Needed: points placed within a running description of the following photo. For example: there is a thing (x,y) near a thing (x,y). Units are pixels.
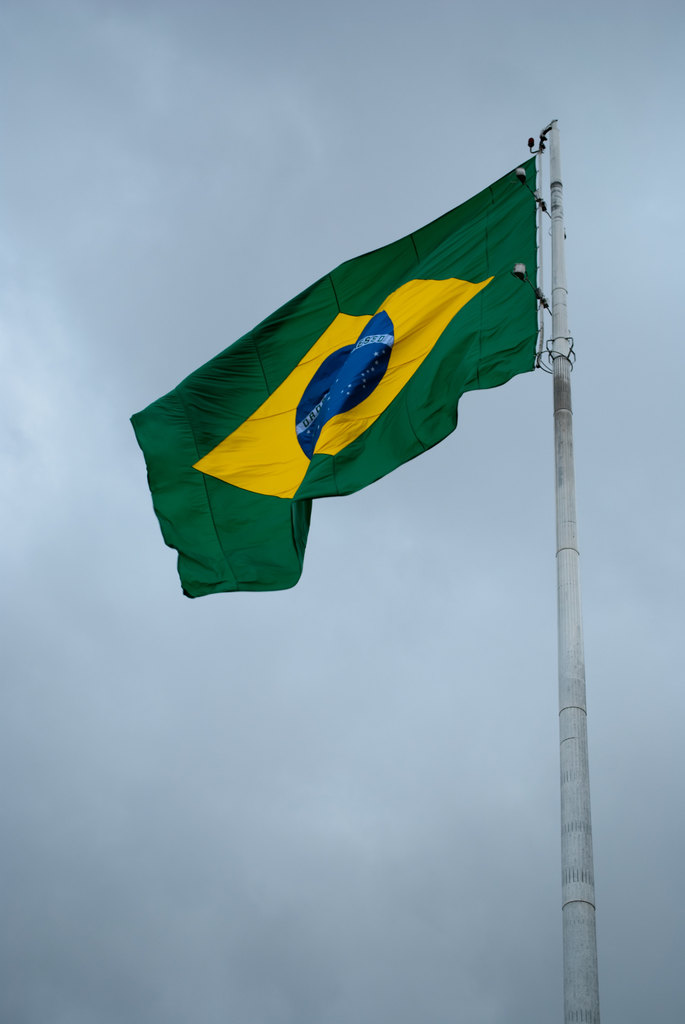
In this picture we can see a flag (249,541) and a pole (583,751), and we can see the flag (447,347) is combination of green, yellow and blue colors.
